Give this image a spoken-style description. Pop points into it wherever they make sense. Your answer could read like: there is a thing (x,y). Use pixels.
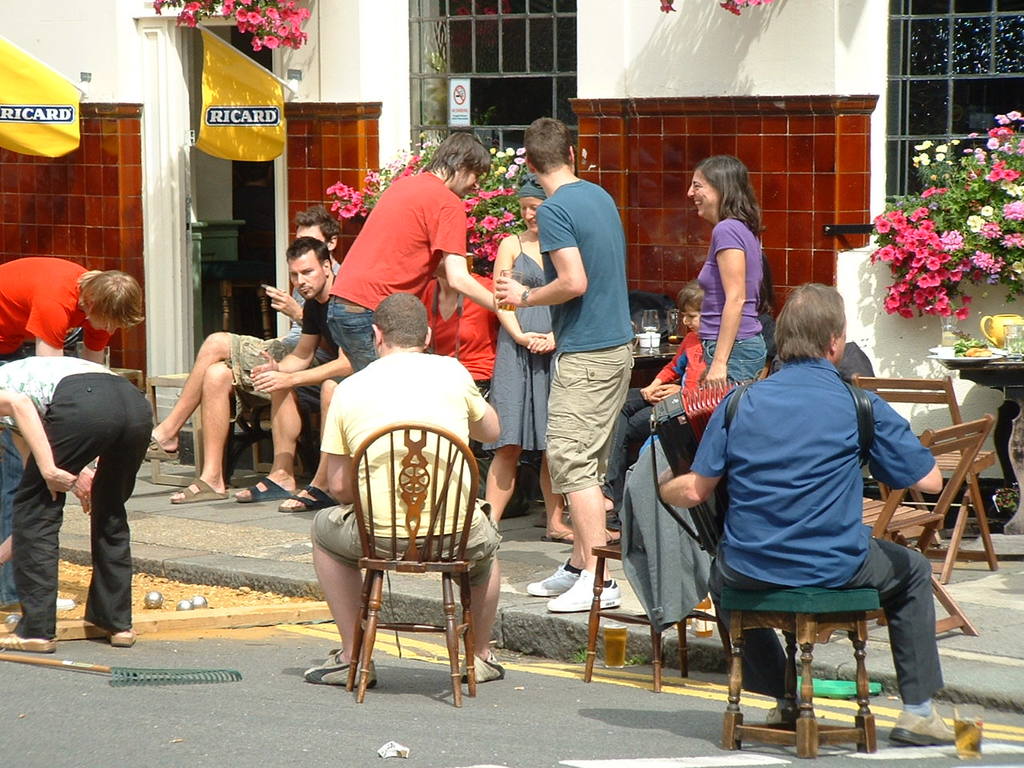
This image is taken outdoors. At the bottom of the image (212,723) there is a road (425,718). In the background (598,111) there is a house (65,221) with walls (373,132), windows (959,132) and a door (254,202). There are a few plants (984,231) with beautiful flowers (471,214) and there are two flags (267,107) with text (15,115) on them. In the middle of the image (418,436) a few men (839,455) are sitting on the chairs (827,614) and a few (718,293) are standing on the sidewalk (621,514). There are a few empty chairs (975,466) and there are two tables (991,375) with a few things (952,342) on them. On the left side of the image (144,436) two persons (133,438) are standing on the road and there are a few balls (150,597) on the ground (193,596).
